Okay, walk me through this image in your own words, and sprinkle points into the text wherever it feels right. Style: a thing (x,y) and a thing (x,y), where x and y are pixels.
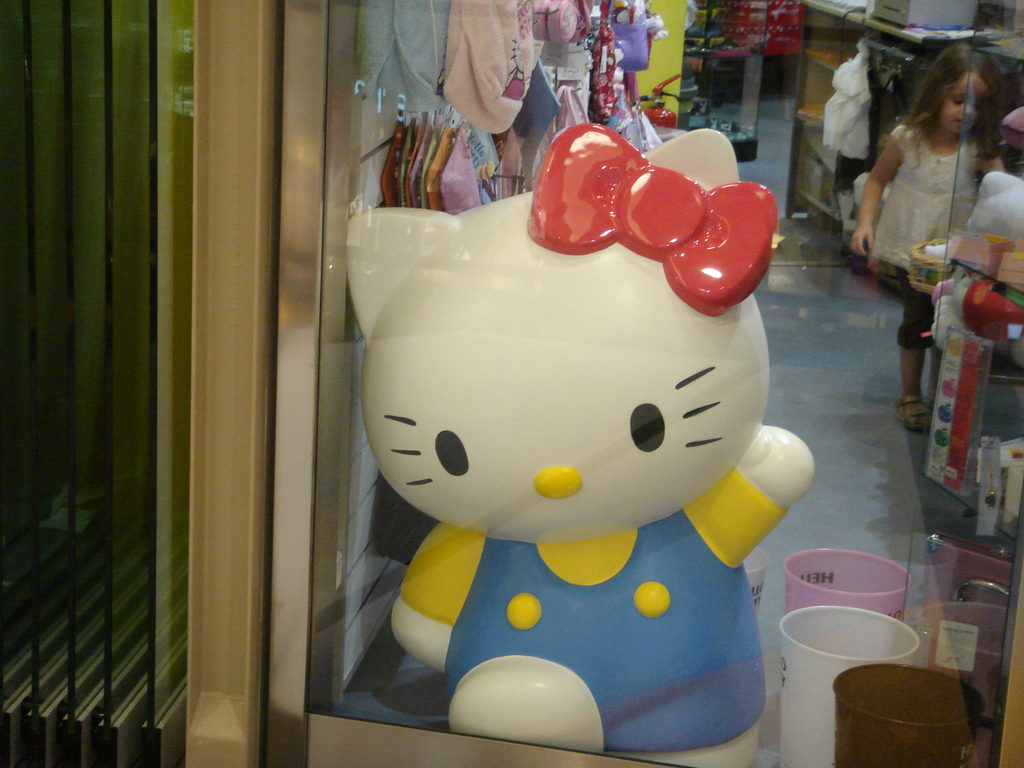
In this picture, we see a toy (629,425) in white, yellow, blue and red color. Beside that, we see the glasses (868,632). Behind the toy (569,252), we see the clothes (457,158) and the bags (633,134). On the right side (954,160), we see a girl (951,189) is standing. In front of her, we see the objects (949,269). Behind her, we see a table (871,77) on which the objects (845,137) are placed. In the background (726,20), we see a rack (765,6) in which the red color objects (733,4) are placed. On the left side (145,242), we see a glass door (138,175).
